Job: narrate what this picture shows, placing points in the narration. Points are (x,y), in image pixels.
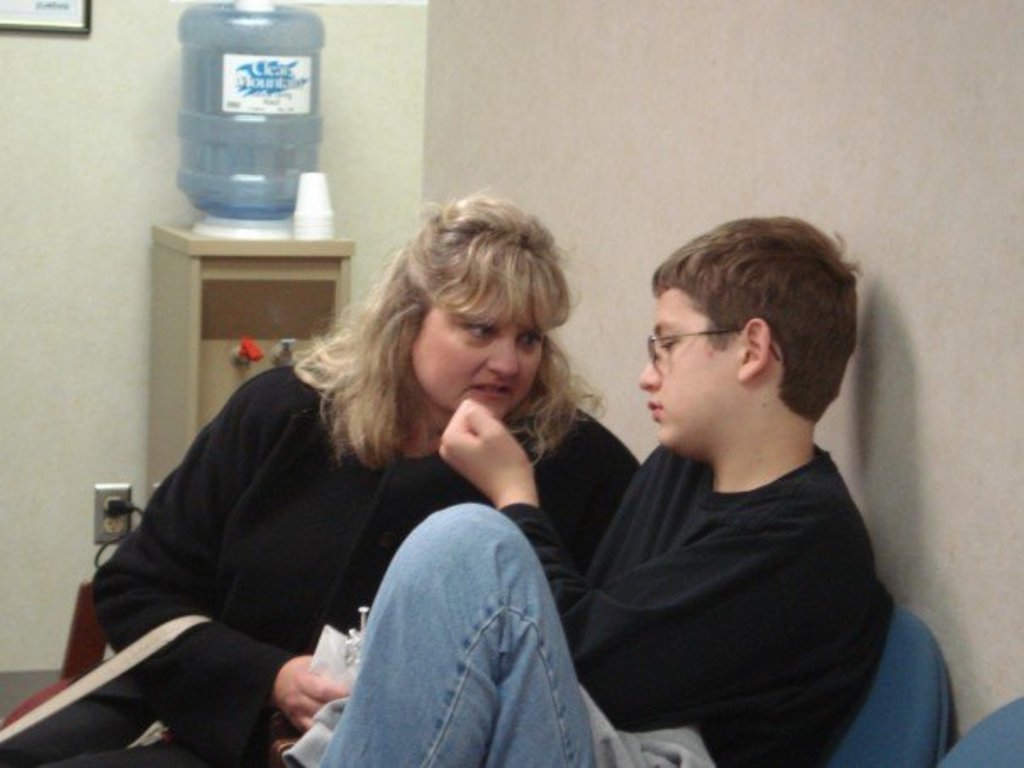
In this image there is a lady (570,534) and boy (427,673) sitting on the chairs (949,728) behind them there is a water filter (195,354) with glasses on the table (182,279) and photo frame (1,4) on the wall (10,93).
